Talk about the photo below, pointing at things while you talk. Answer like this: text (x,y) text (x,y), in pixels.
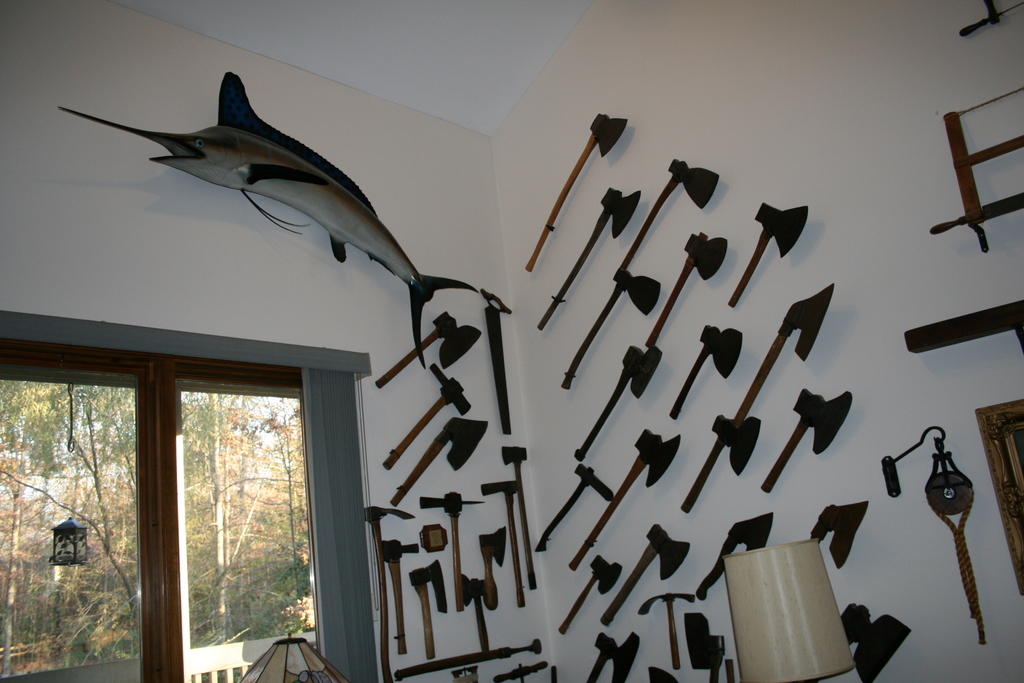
In this image, we can see axes (603,517) and weapons (832,440) on the wall (669,417). Here we can see fish shaped object (304,201) and few things (817,658) in the image. On the left side (231,602) bottom, we can see glass window (247,553). Through the glass (119,560) we can see lantern (69,542), trees (196,582) and railing (249,664).
